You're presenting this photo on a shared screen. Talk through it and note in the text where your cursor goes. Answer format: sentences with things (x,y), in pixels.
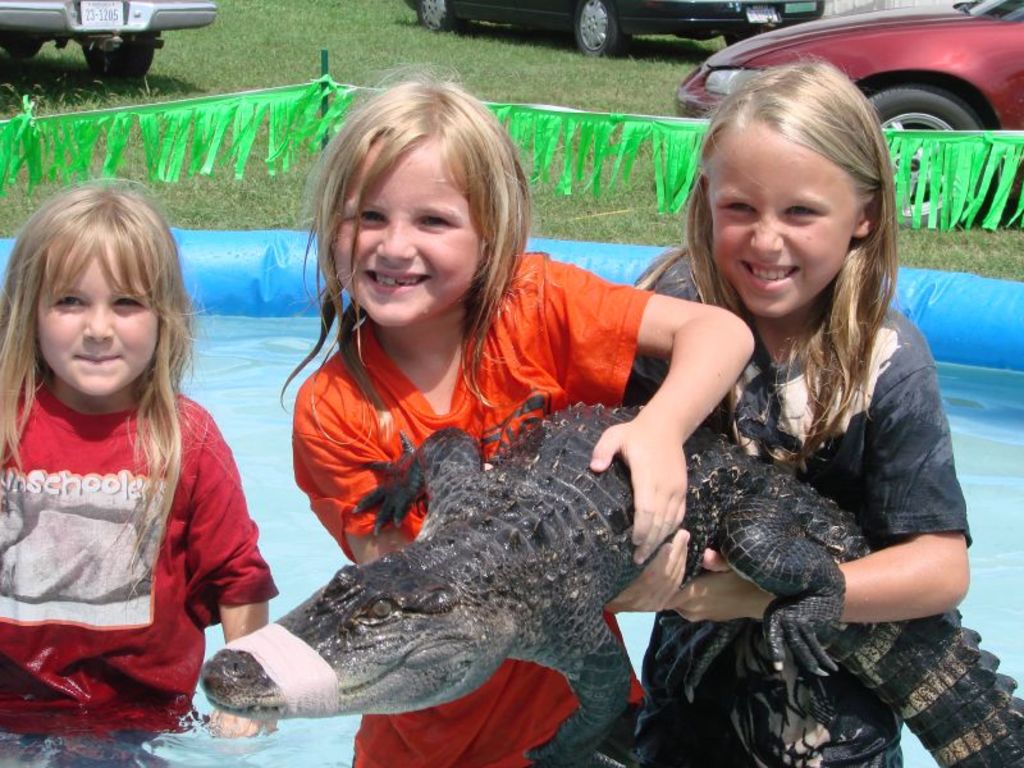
In the image we can see there are kids (420,297) standing and they are holding small crocodile (492,615) in their hand (654,524). They are standing in the water (272,471) and behind there is ground (377,74) covered with grass (437,59). There are cars (965,13) parked on the grass (365,35).
